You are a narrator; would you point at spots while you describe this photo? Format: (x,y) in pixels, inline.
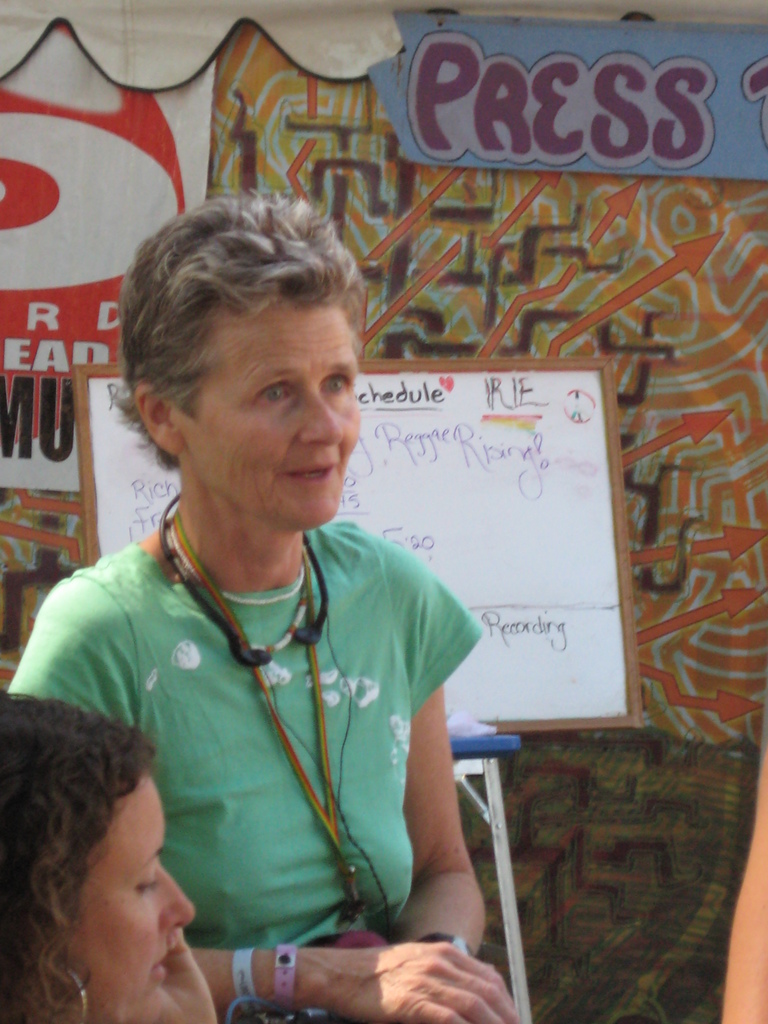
On the left side of the image (153,717) two ladies (196,717) are there. In the center of the image (441,508) board (528,558), stand (493,743) are present. In the background of the image (142,12) tent (142,12) is there.
